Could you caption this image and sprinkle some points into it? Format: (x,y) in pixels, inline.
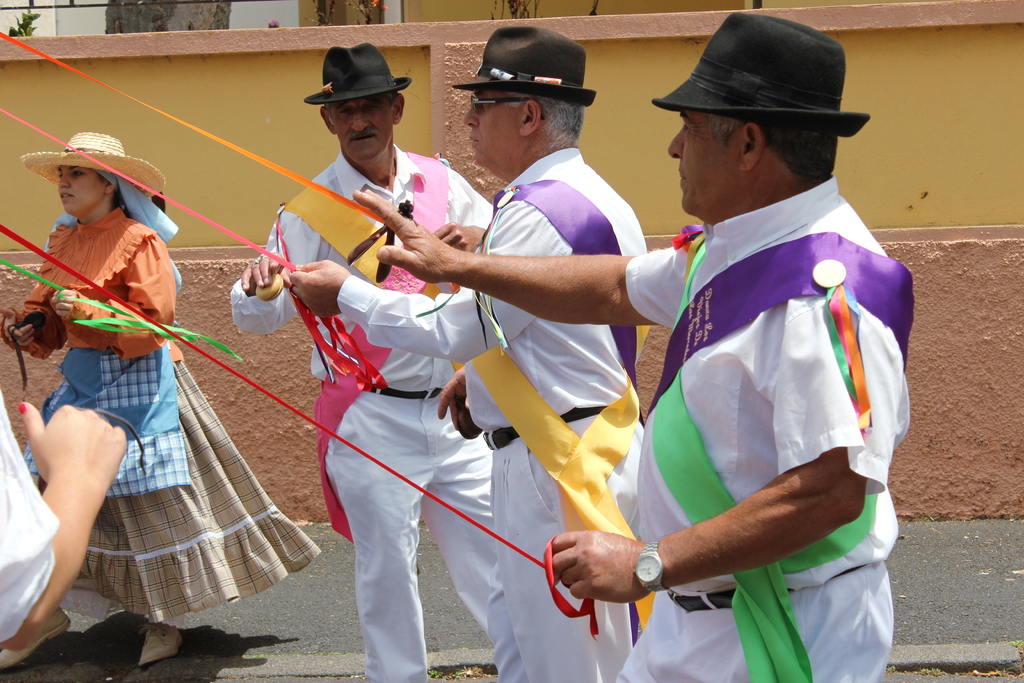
Here men (462,304) and women (147,406) are standing, this is wall (620,94).
